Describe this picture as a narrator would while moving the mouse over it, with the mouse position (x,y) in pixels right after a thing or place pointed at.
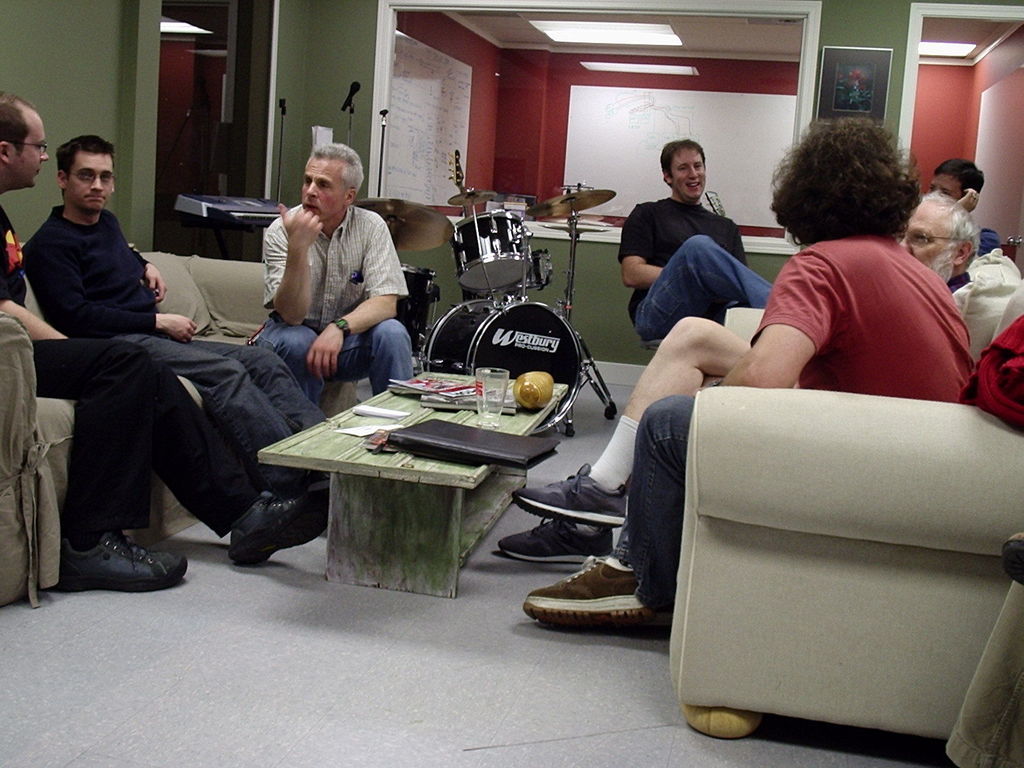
In this image some people (221,406) are sitting on the chair (191,282) at the left side of the couch (217,301) and some people (878,293) are sitting on the right side of the couch (846,464) in between them one table (473,505) is there on that we have bottle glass (499,420) files (485,434) at the back side (501,326) we can see musical instruments (496,264) and some words (651,127) which are be written.
